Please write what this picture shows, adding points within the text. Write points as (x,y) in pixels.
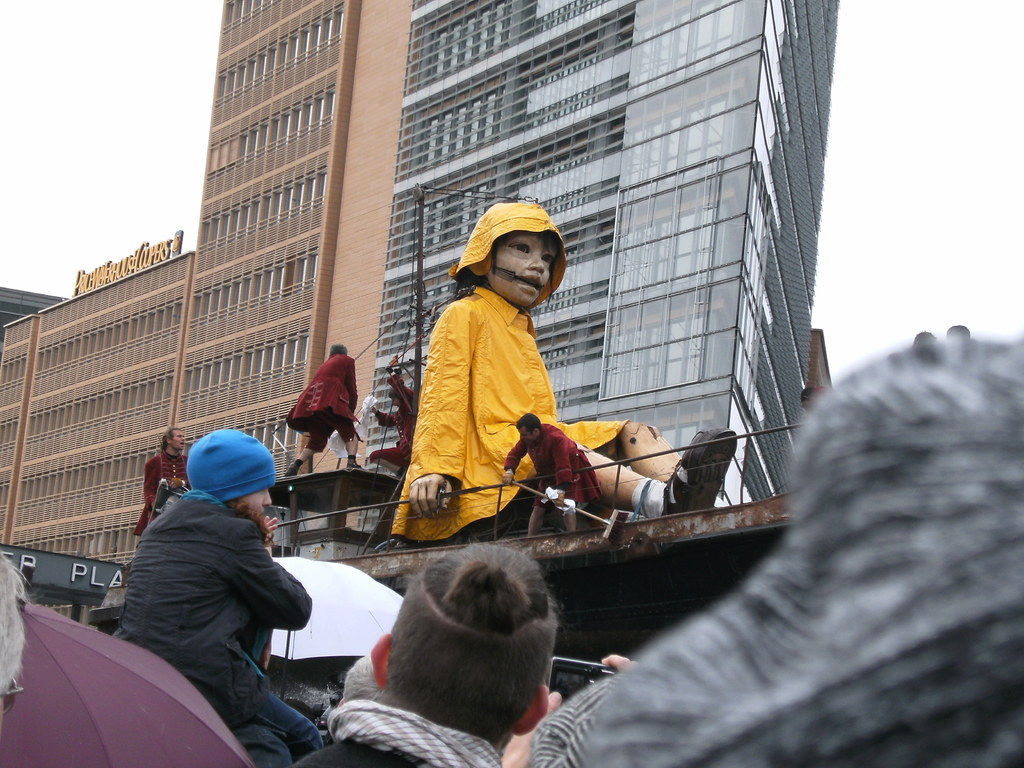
In this image I can see at the bottom (490,662) a man (546,654) is standing and shooting this video. On the left side (225,575) there are umbrellas (286,645) and a human (183,528) is there, this person (228,587) wore black color coat (223,581), blue color cap (264,463). In the middle (499,262) there is the statue of a human (425,385) in yellow color coat (502,377) and cap (515,225). Here few people (534,466) are working, they wore dark red color dresses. There are very big buildings (389,153) in the middle of an image (374,314). On the left side (126,102) there is the sky (114,145).
